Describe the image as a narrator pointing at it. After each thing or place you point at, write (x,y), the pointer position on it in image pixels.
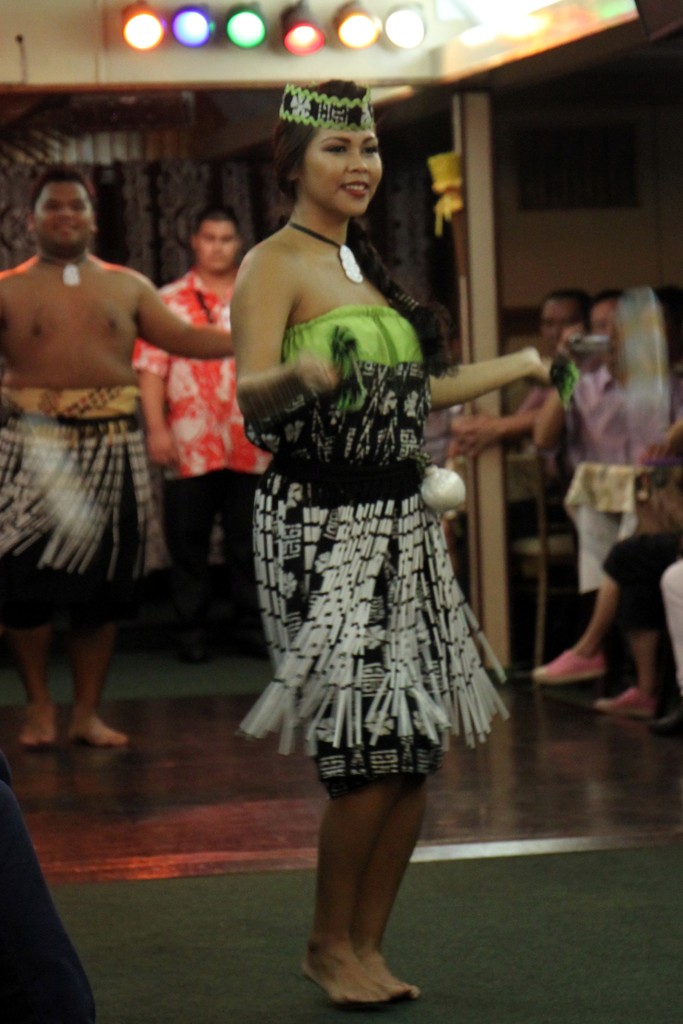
In the image in the center (390,563) we can see two persons (128,361) were standing and they were smiling, which we can see on their faces (86,216). And they were in different costumes (349,511). In the background (630,254) there is a wall (628,251), roof (430,7), pole (481,213), lights (393,21), chairs (534,548), one person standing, few people (630,555) were sitting on the chair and holding some objects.
